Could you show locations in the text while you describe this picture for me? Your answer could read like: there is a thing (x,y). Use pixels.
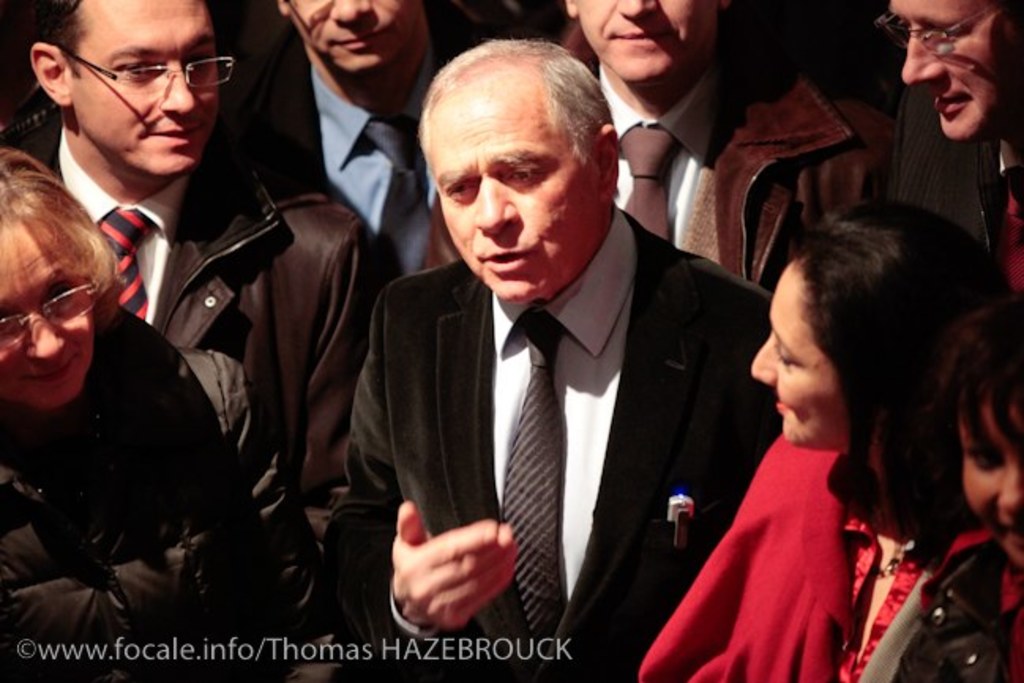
In this image there is a person (436,317) speaking, there are a few other people (314,307) around this person (409,475).
